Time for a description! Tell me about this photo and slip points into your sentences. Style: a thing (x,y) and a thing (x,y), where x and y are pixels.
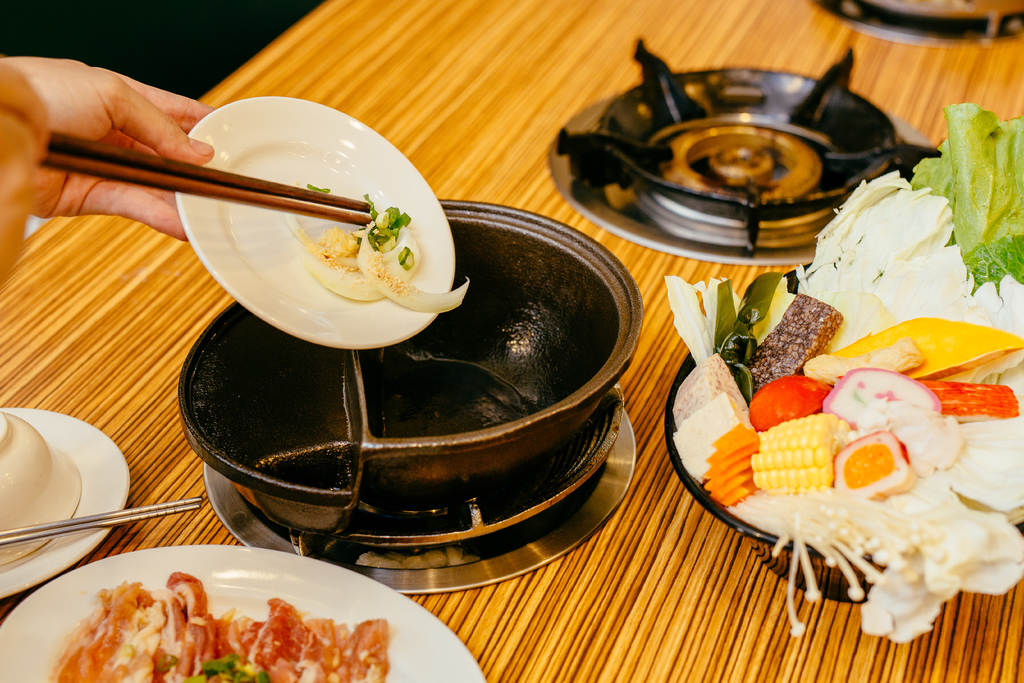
On the left corner of the picture (141,86), we see a person (158,146) holding plate (256,133) in their hands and we see a table (498,123) on which gas stove (523,513), pan (597,366) and bowl (793,544) containing vegetables (782,466), plate (345,602) with food (151,614) are placed on the table (141,301).
